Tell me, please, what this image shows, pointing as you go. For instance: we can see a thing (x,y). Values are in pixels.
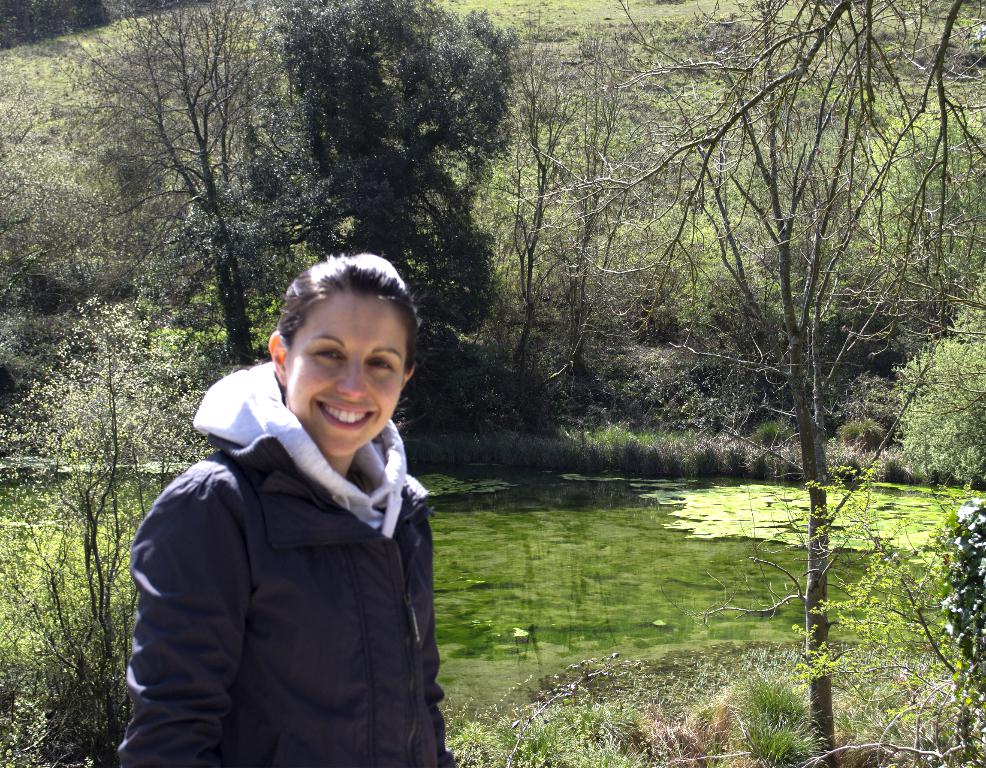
In this picture there is a woman (361,446) standing and smiling and we can see grass (781,706), water (611,576), trees (973,614) and algae (595,585).
